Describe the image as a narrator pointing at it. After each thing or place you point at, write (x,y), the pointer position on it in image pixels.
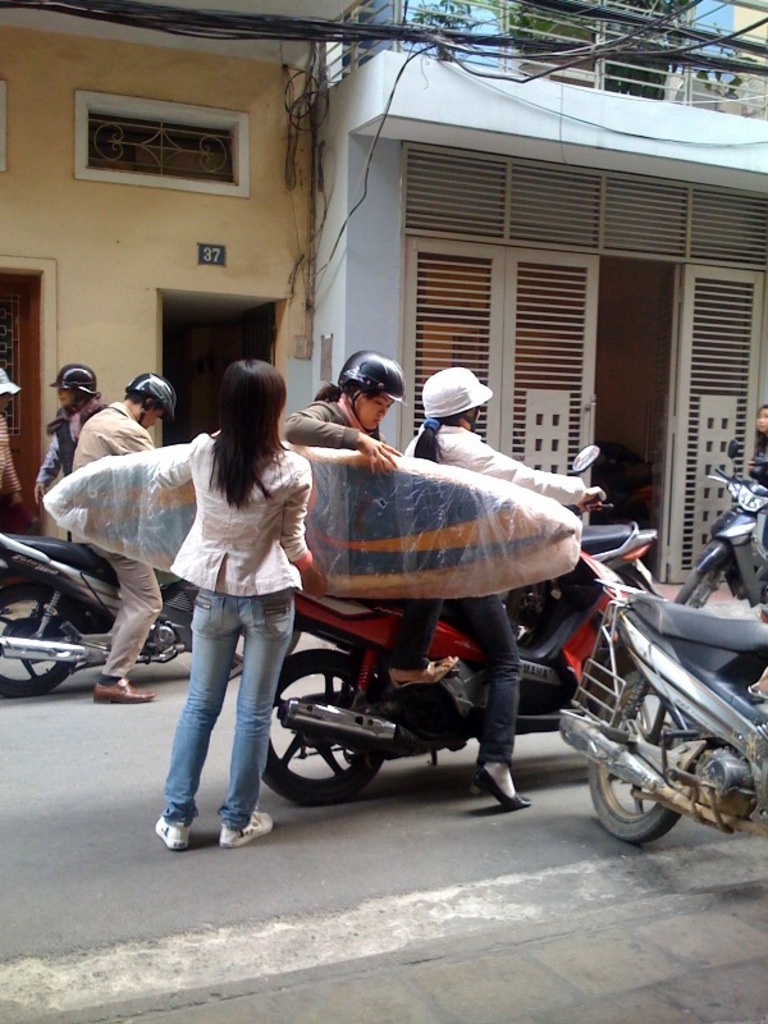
There are two women (437,448) sitting on the bike (520,690) and wearing helmets (443,382). One of them is holding surfboard (339,506). The third woman (246,577) is helping them. In the background (437,330), there is a building (415,184), wall (252,164), signboard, one man (134,381) is on the bike (61,580), other person (62,440) is walking, a woman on the bike (753,539), doors (716,399), and some other materials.
